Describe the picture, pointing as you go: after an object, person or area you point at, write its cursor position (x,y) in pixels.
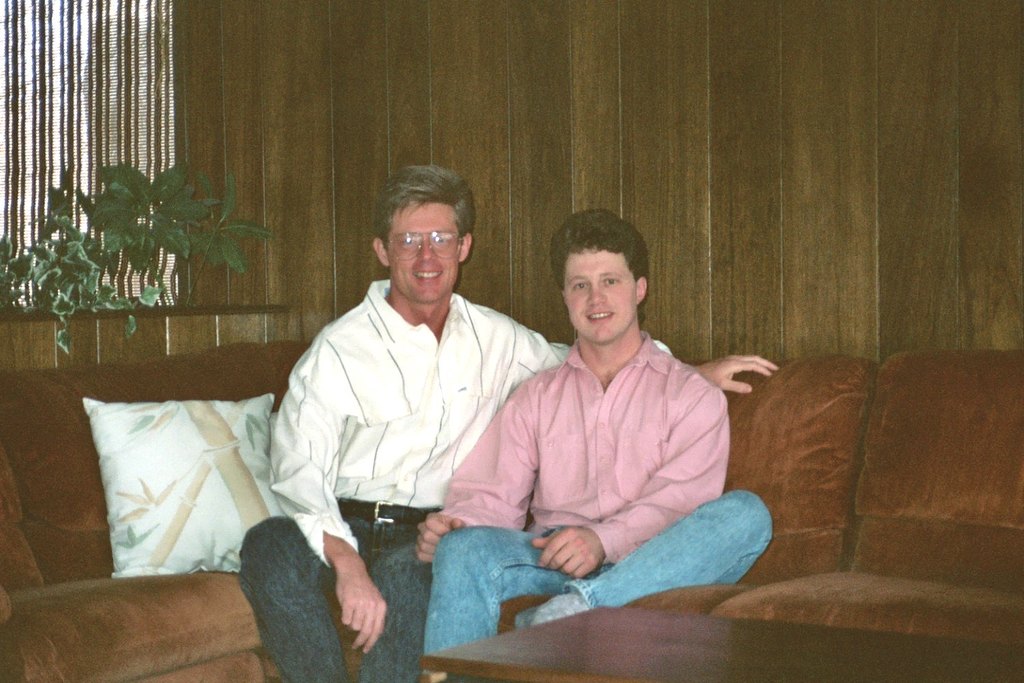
There are two persons (410,433) sitting on sofa (781,519). On the sofa (772,527) there is a pillow (150,436). One person (369,319) is wearing specs (409,243). In the back (496,121) there is a wooden wall (592,138). Also there are plants (118,252). In front of them there is a table (604,641).
